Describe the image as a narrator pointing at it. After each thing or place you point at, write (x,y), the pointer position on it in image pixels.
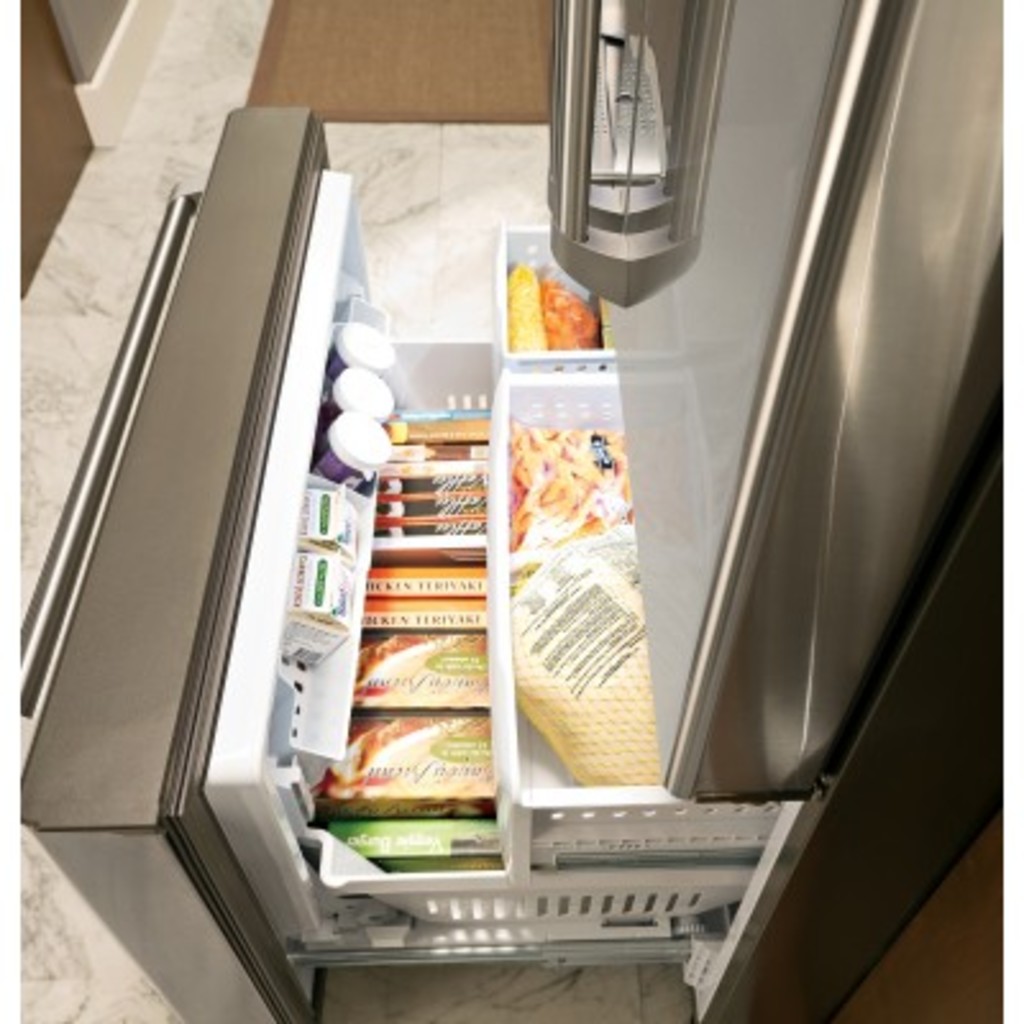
In this image we can see the food items (447,524) placed in a refrigerator (499,402).
